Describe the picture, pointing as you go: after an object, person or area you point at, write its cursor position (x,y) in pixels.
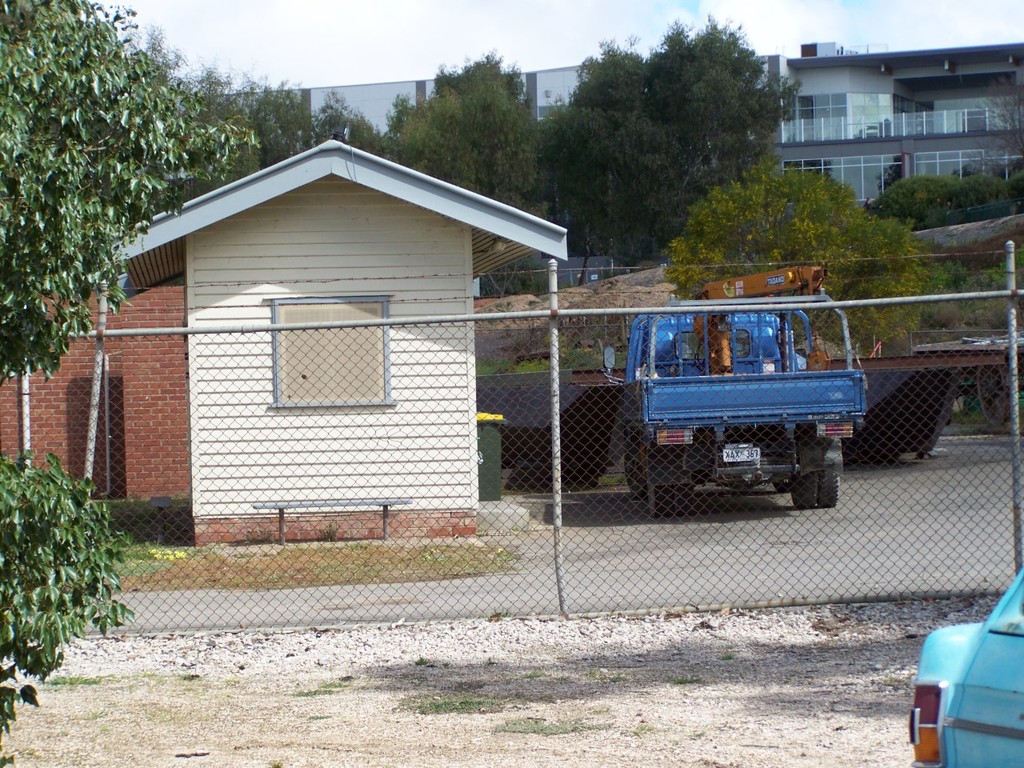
In this image I can see a building (938,60) and window (363,358). I can see vehicles (809,467) on the road (848,510). In front (812,500) I can see a fencing (715,441) and trees (495,156). The sky (441,35) is in blue and white color.
